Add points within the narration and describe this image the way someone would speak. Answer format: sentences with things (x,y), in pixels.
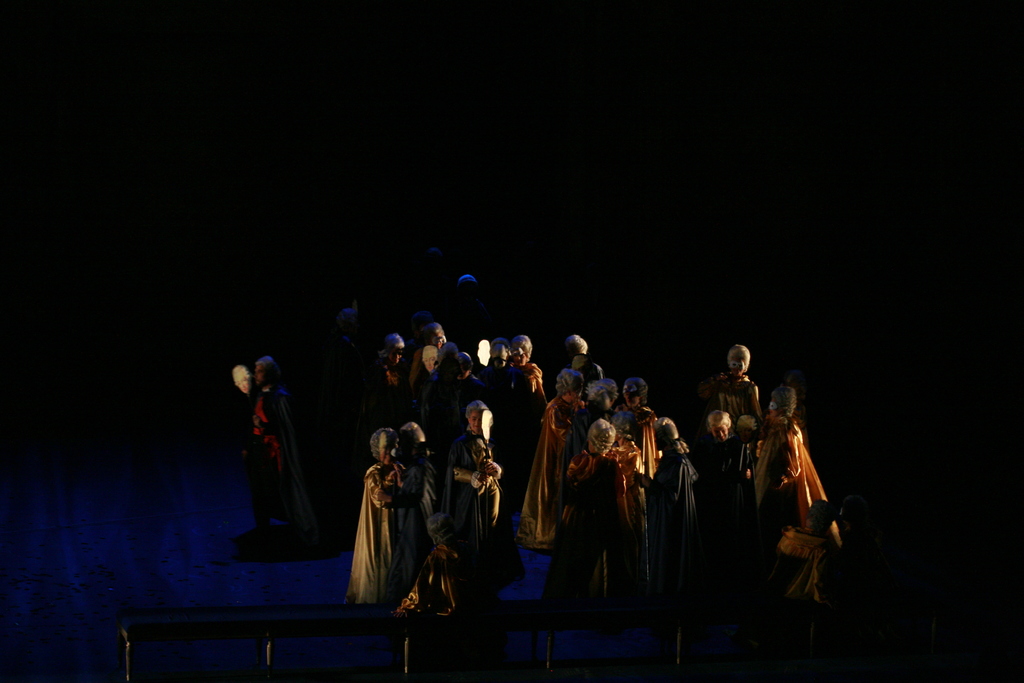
This picture is dark, in this picture there are people (458,563) wore costumes (486,588) and we can see rods (224,630).
